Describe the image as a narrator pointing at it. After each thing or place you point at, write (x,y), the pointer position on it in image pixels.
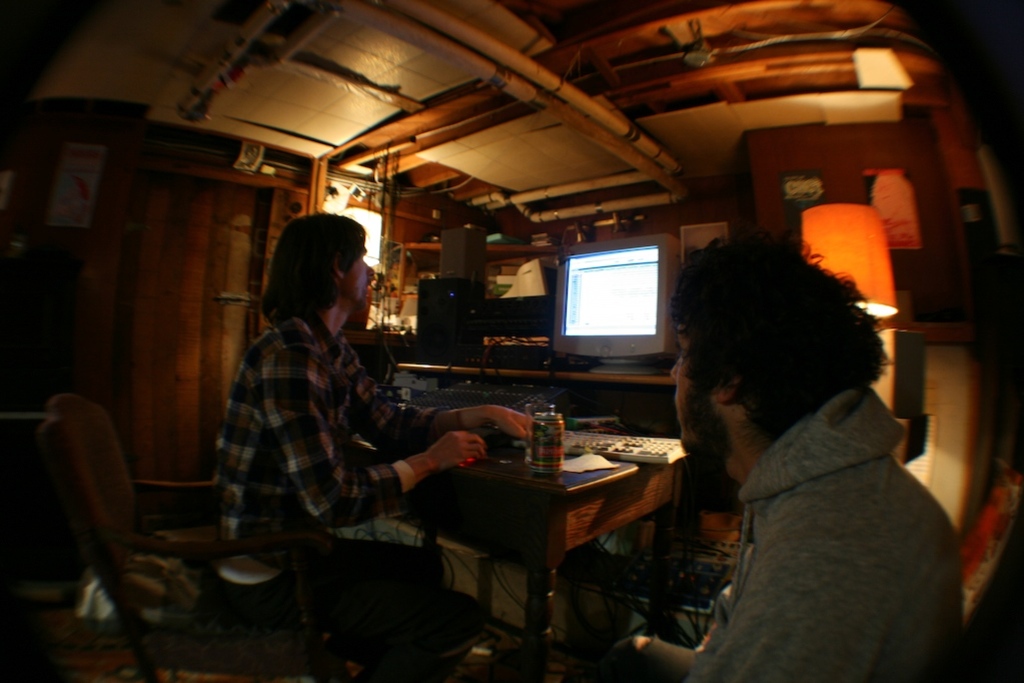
Here we can see two persons (750,661) are sitting on the chairs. This is table (550,509). On the table (528,523) there is a monitor (571,300), keyboard (599,453), and a tin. And there is a door (209,242).
